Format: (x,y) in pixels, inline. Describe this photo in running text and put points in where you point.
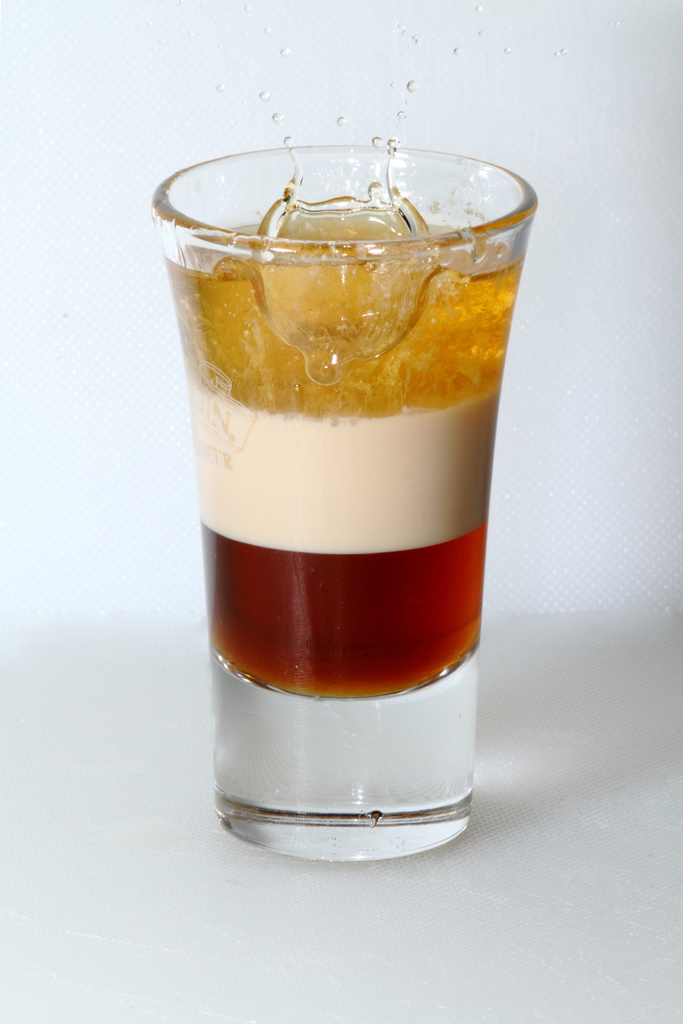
In this image we can see a glass (455,693) containing three color liquids (433,530) in it.
